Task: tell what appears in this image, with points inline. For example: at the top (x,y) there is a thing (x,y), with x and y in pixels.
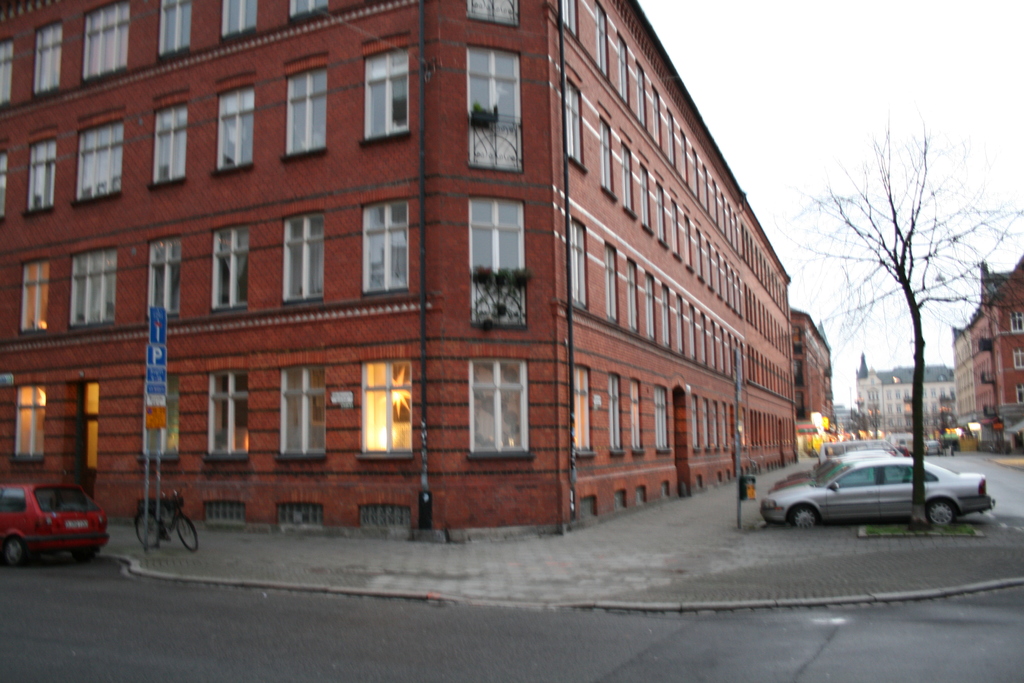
In this image, I can see the buildings (558,364) with the windows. These are the cars (838,441), which are parked. I can see the sign boards (155,418) attached to a pole (149,484). This looks like a tree (910,293) with branches (910,277). On the left side of the image (80,536), I can see a car (83,531) and a bicycle (136,530), which are parked. This is the road (809,642). Here is the sky (785,175).
